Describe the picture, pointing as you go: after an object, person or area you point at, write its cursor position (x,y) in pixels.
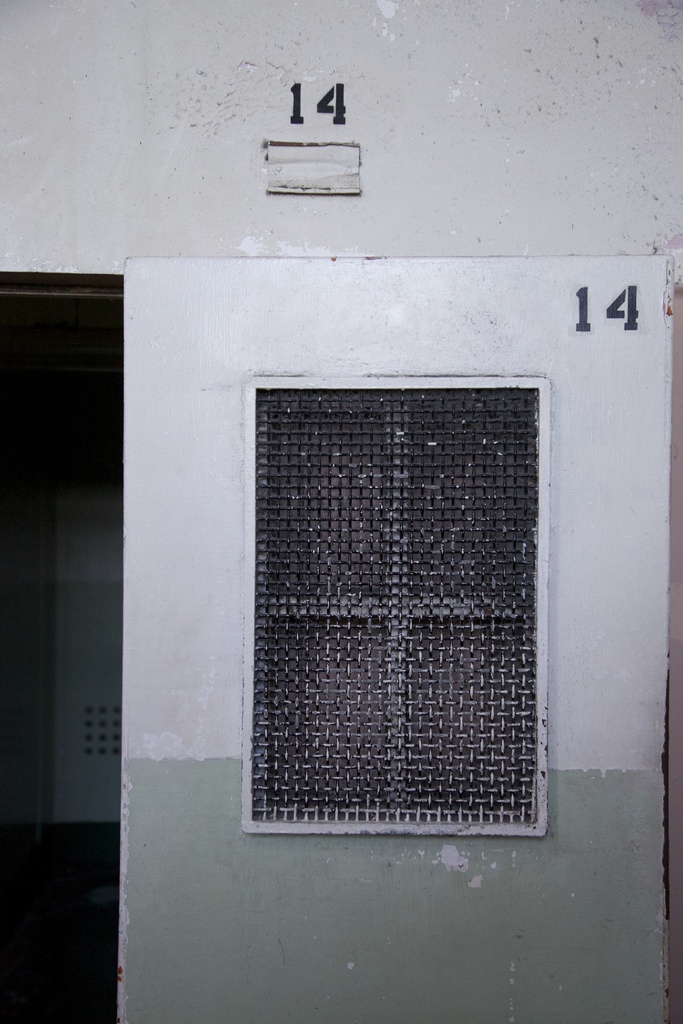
This picture shows a wall (275,370) with a window (396,507) and we see a metal fence (399,547) to it and a number (632,309) at two places on the wall (603,244).
